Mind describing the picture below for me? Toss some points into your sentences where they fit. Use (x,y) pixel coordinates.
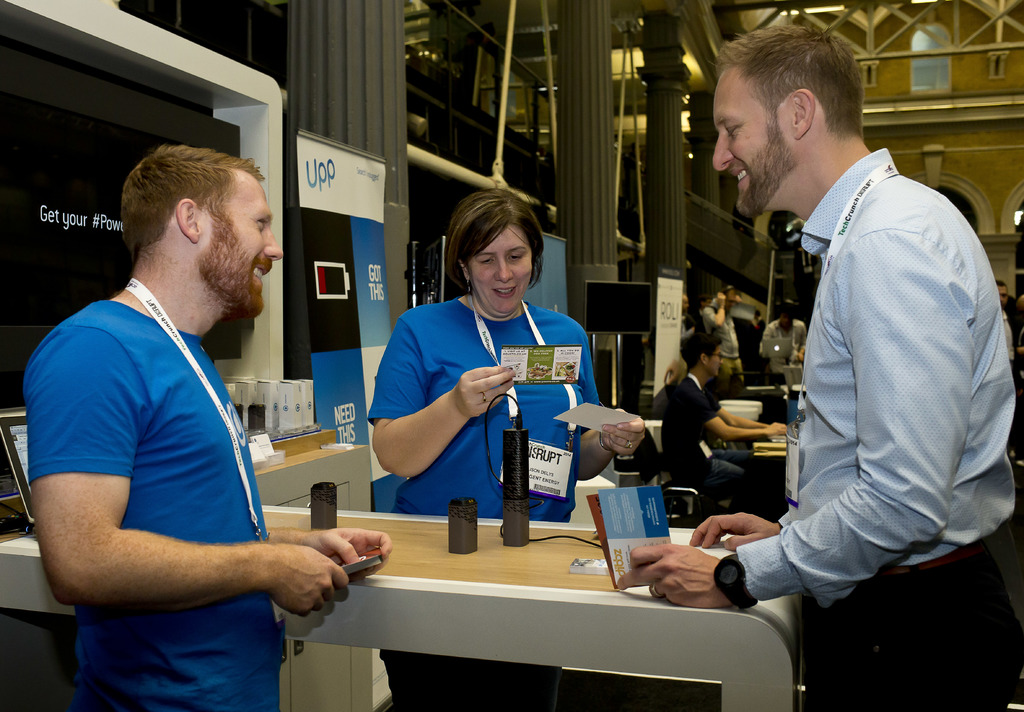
In this image there are group of people (908,460) on the right side (845,372) there is one man (845,313) who is standing and smiling. On the left side (176,445) there is another man (178,388) who is standing and smiling. In the middle of the image (489,254) there is one woman (500,336) who is looking at paper (516,361) in front of them there is one table (572,585) on that table (544,576) there are some papers (659,537) and wires (547,539) are there on the background (597,82) there are some poles (585,67) windows (916,63) screens (622,297) posters (334,244) are there and in the background (732,312) there are some people (712,317).
